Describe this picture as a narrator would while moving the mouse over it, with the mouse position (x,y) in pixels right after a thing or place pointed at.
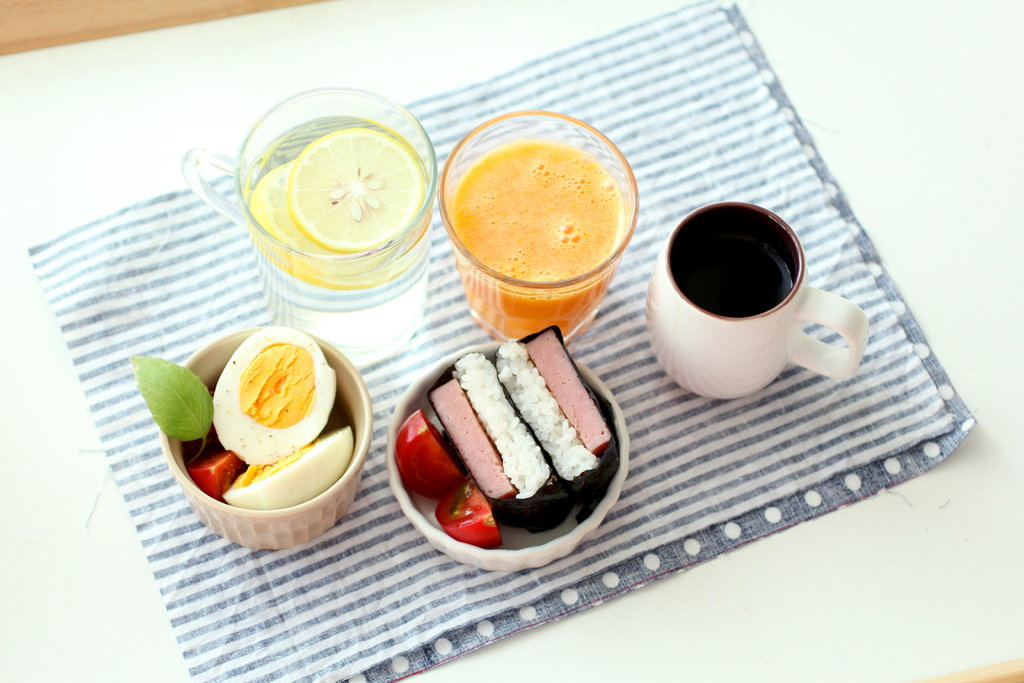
In this image I see 2 cups (595,381) which are full of food (175,402), 2 glasses (293,140) and a cup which are full of liquids (769,274).
